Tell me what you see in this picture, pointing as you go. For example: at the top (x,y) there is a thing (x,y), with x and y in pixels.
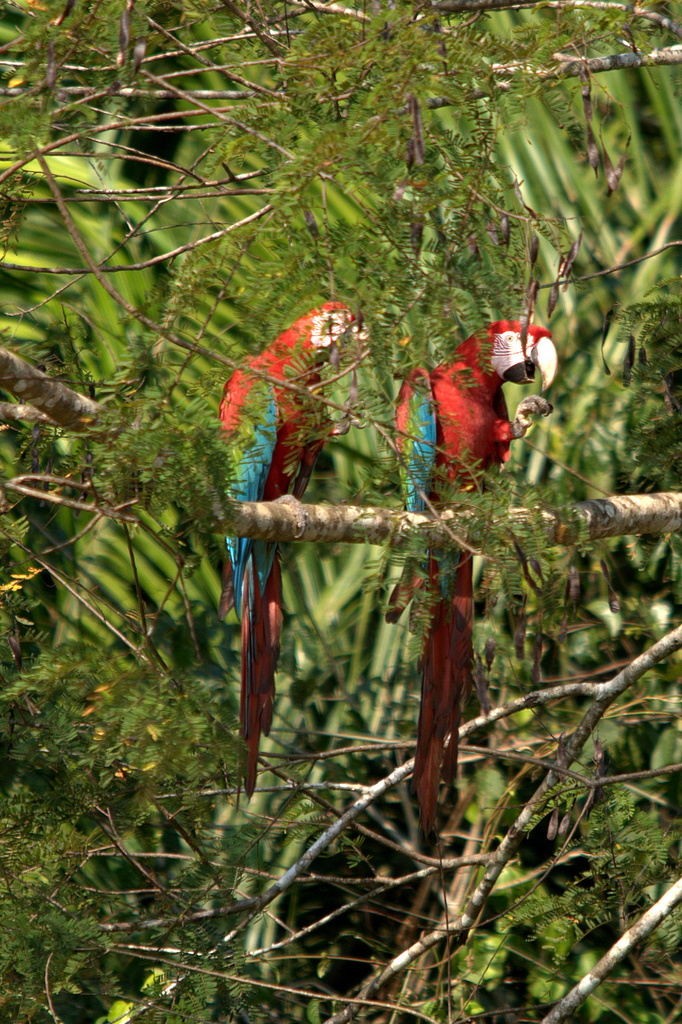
In the middle of this image (300,480) there are two red color birds (442,395) on a stem (275,526). In this image many leaves (494,945) and stems (224,291) are visible.
